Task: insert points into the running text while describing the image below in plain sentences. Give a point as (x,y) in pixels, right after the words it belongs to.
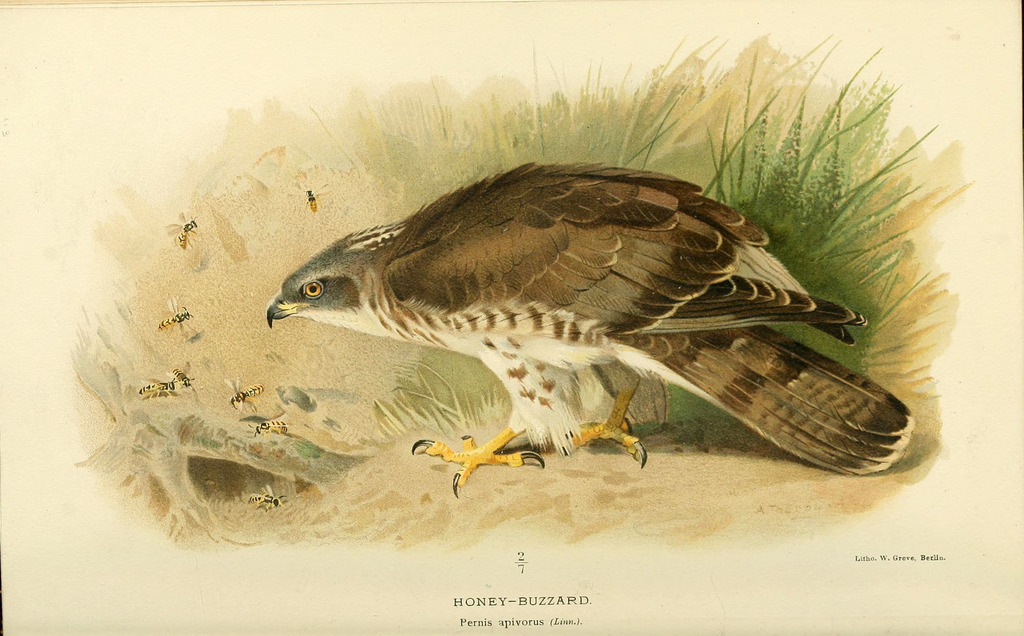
In the image there is a painting (677,312) of a bird (628,251), honey bees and leaves (789,187). Below the painting (442,520) there is something written on it.
